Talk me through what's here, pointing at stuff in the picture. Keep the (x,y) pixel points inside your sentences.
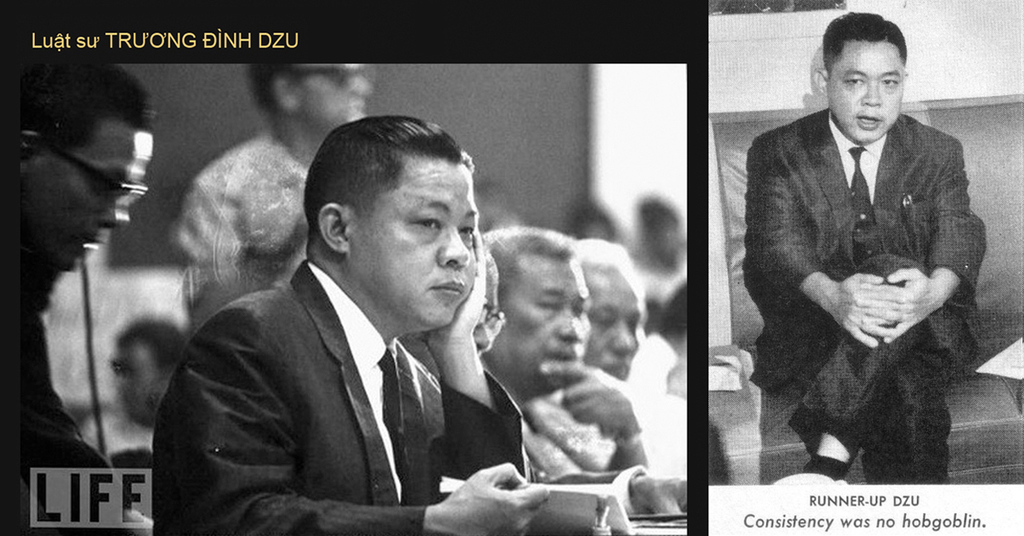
In this picture I can observe two images. There are some people (288,189) on the left side (258,253). On the right side (872,176) I can observe a man (805,223) sitting on a sofa (982,391). In the bottom right side (763,519) I can observe text (787,510).
